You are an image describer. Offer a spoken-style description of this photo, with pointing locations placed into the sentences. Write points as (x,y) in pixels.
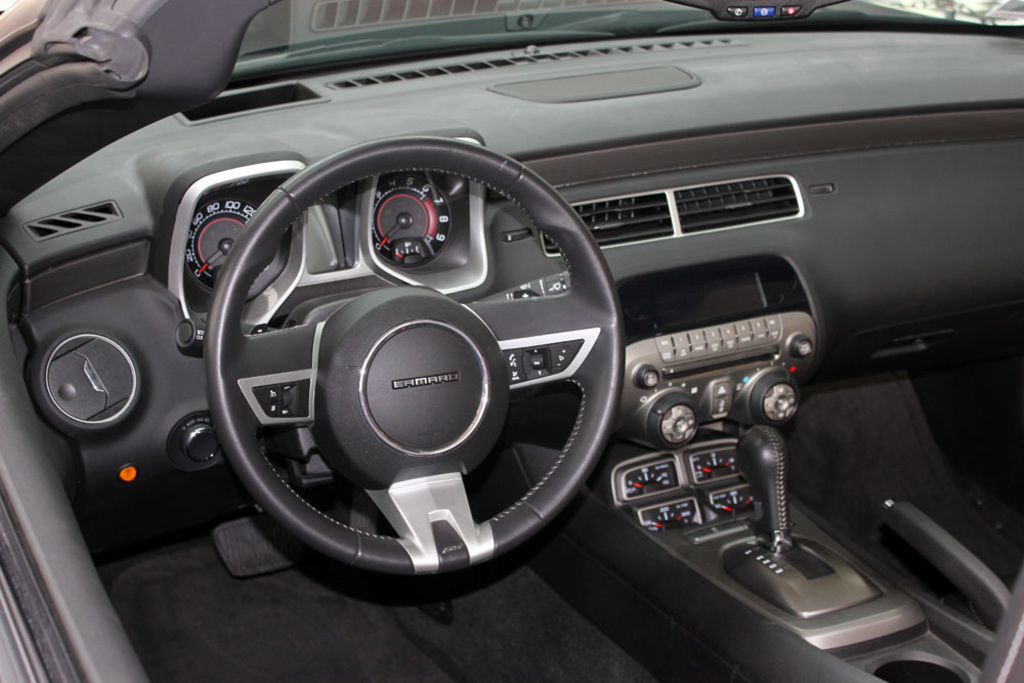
This is the inner view of a vehicle (850,85). There we can see, steering wheel (438,165), speedometers (396,241), a radio (712,314), a gear (770,462), front glass window (335,11) and other objects (572,98).
